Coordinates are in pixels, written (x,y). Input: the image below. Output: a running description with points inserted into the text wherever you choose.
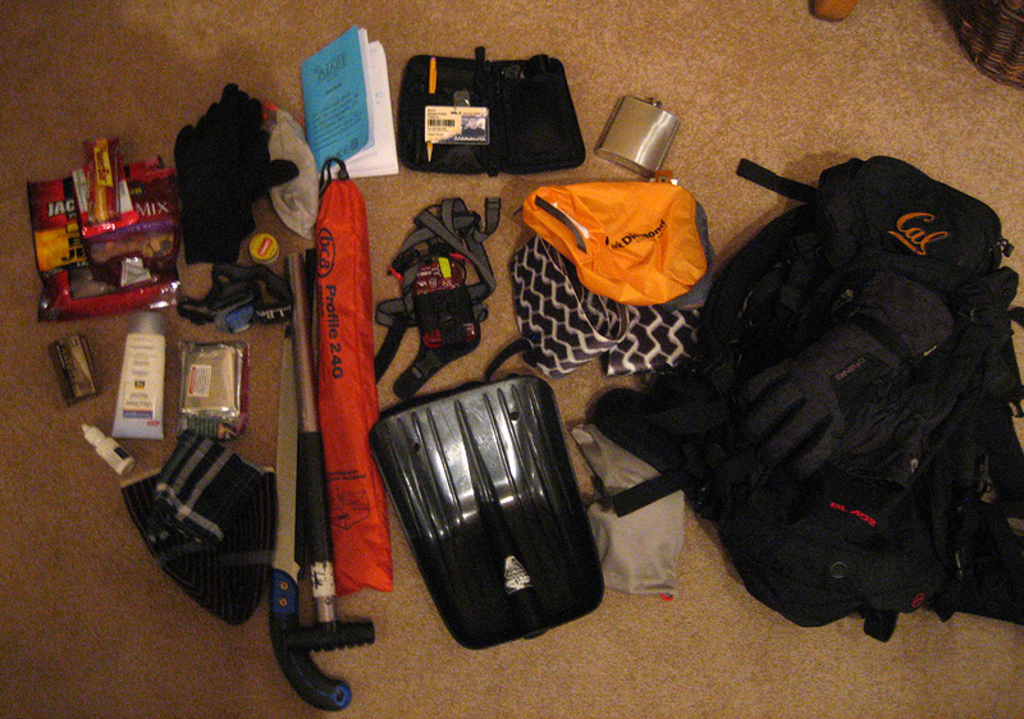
This is a picture taken in a room (748,693), on the floor (632,600) there are bag (862,506), gloves (814,381), wallet (491,130), book (368,121), cream (135,381), wrapper (115,237), knife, hammer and some other items (407,465).
